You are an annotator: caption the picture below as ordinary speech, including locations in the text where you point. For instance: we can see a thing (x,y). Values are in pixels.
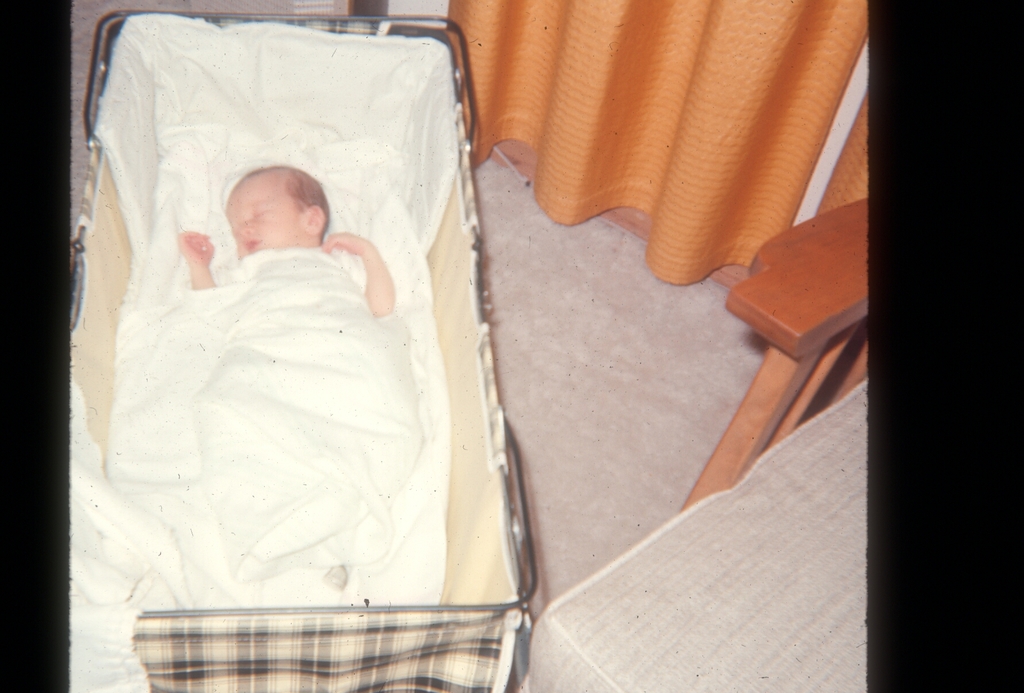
In this picture there is a baby (323,234) sleeping in the cradle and there is a white cloth (319,424) covered on the baby (302,235) and there is a chair (773,519) in the right corner (778,556) and there is an orange curtain (715,72) beside it.
